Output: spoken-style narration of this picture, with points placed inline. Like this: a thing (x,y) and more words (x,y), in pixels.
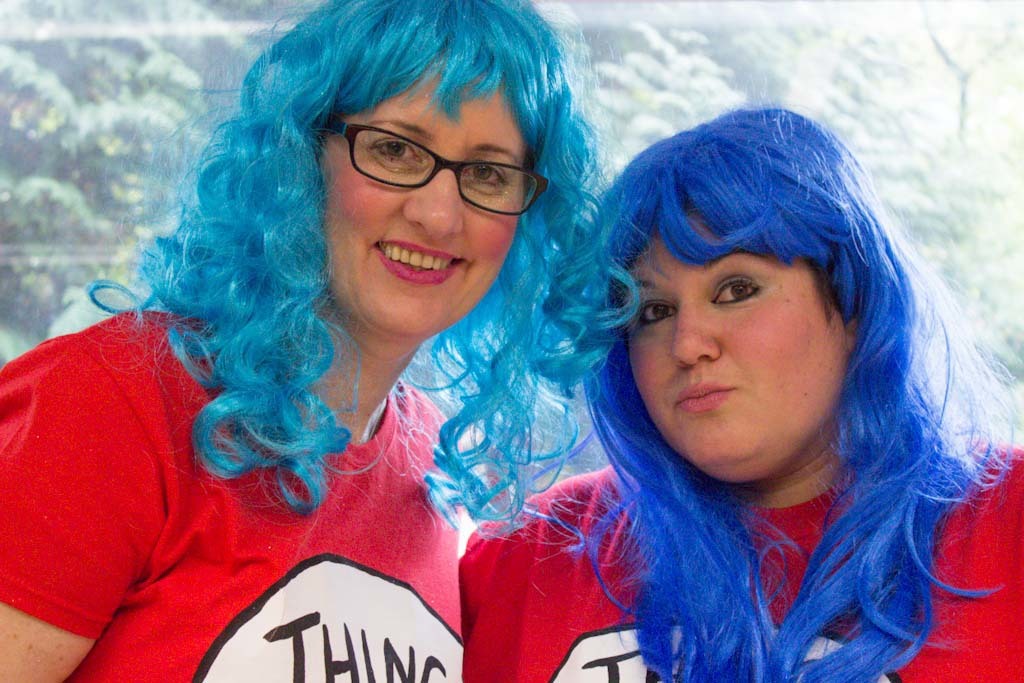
In this image two persons (599,357) are wearing red shirts (501,621). Person (240,360) at the left side (237,371) is wearing spectacles (377,163). Behind them there are few trees (919,249).
